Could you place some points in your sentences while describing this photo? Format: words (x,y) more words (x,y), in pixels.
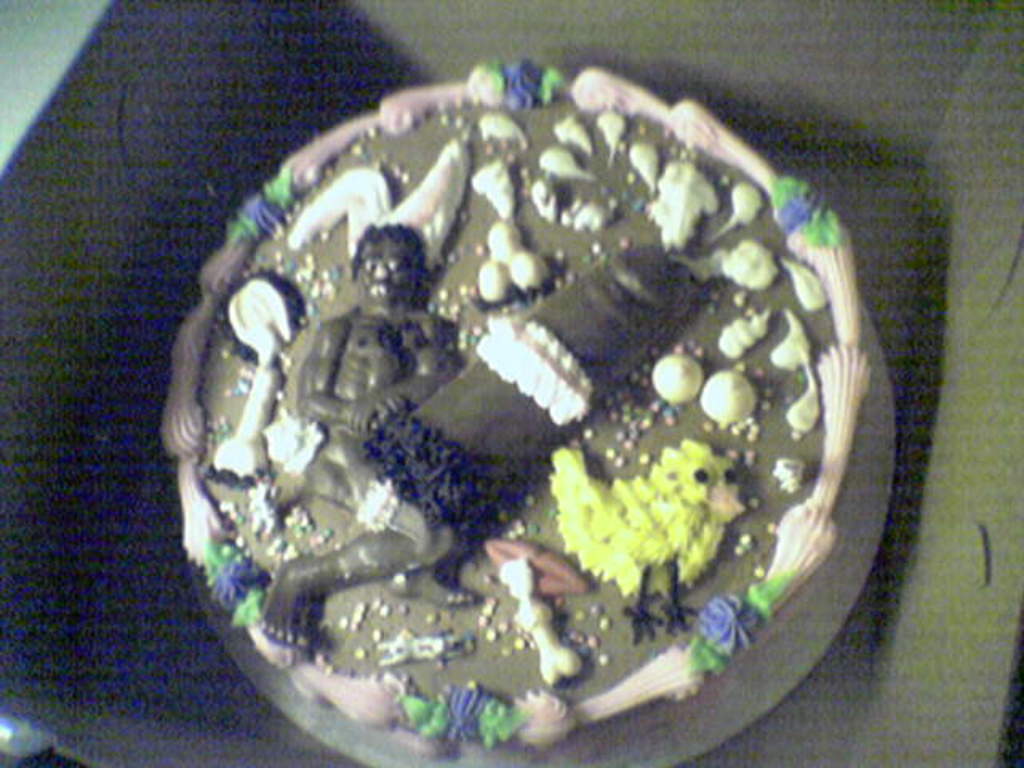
In this picture we can see a cake (657,513) in the box (1012,410).
